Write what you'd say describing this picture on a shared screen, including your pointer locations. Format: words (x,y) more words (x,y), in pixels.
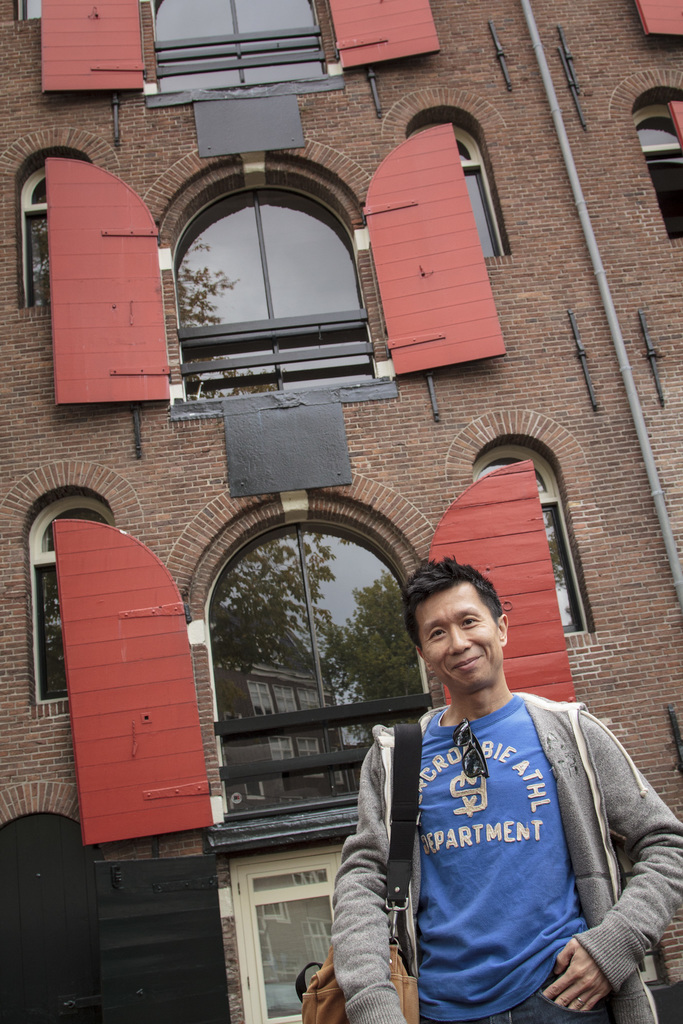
In this picture there is a person (535,755) standing and wearing a grey color jacket (587,813) and there is a building (482,386) behind him which has few windows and doors (496,549) attached to the walls (531,417) of the building (383,203).
